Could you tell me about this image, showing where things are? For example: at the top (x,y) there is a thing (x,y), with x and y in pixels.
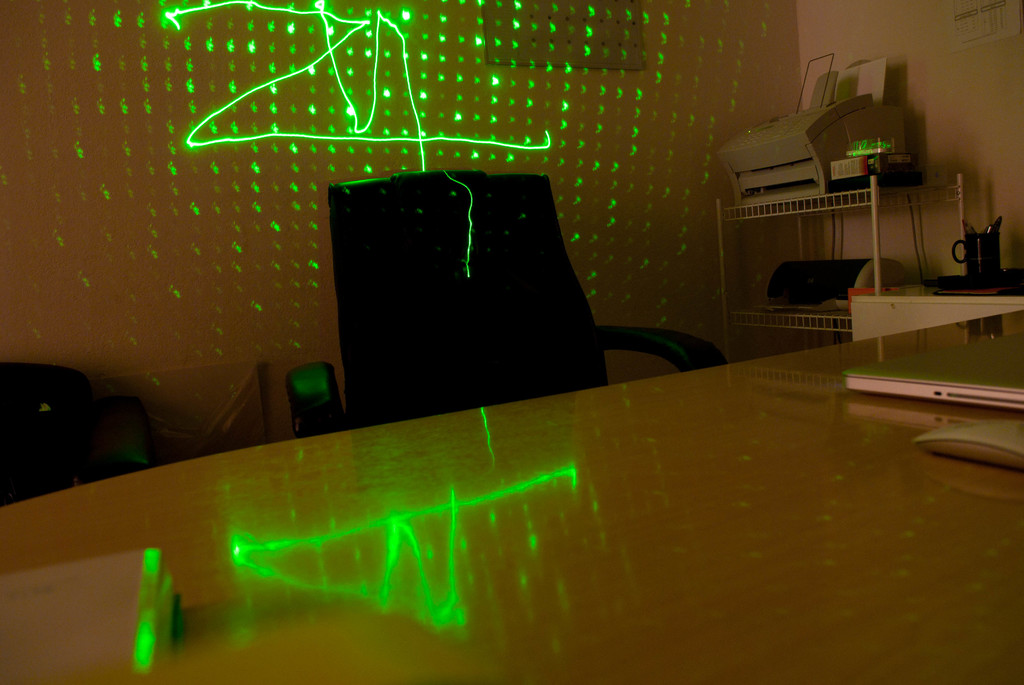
In this picture, there is a table (549,550) at the bottom (606,601). Towards the right (1012,369), on the table (943,417), there is a laptop (988,385) and a mouse (1013,444). Beside it, there is a chair (465,240). At the top right (771,141), there is a rack (719,212) with a printer (785,178) and another device (861,274). Beside it, there is a desk (964,299). On the desk (968,311), there is a cup (976,254). To the wall (109,78), there are lights (323,134).
